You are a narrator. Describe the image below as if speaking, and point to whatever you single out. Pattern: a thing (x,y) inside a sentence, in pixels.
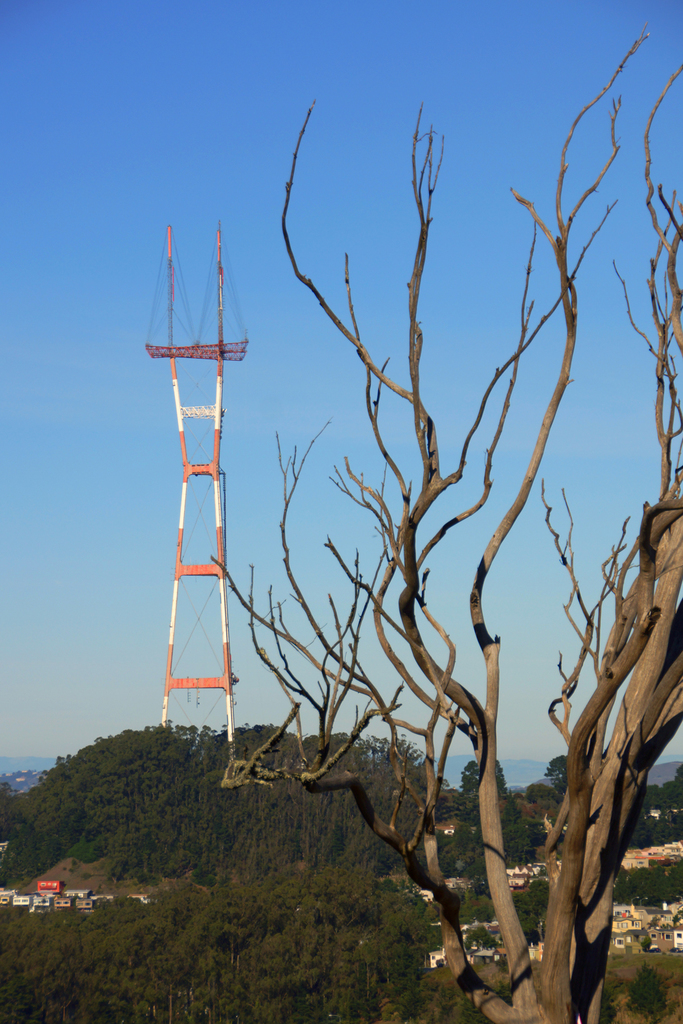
In this image, we can see a dry tree (600,626). There is a tower (178,347) in the middle of the image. There are some trees (308,859) at the bottom of the image (353,915). In the background of the image (106,450), there is a sky (83,276).
